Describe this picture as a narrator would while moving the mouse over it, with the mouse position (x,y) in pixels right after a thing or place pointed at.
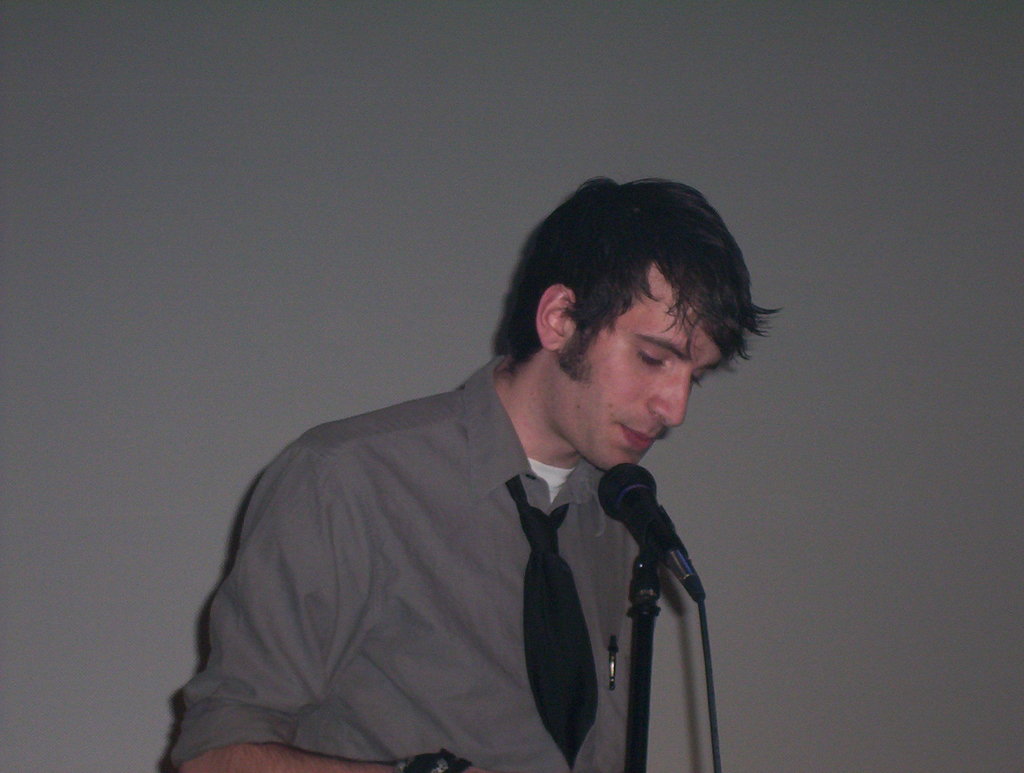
In this image I can see a man (301,468) and I can see he is wearing shirt (431,445) and a black tie (555,522). I can also see a mic (610,473) in the front of him.
